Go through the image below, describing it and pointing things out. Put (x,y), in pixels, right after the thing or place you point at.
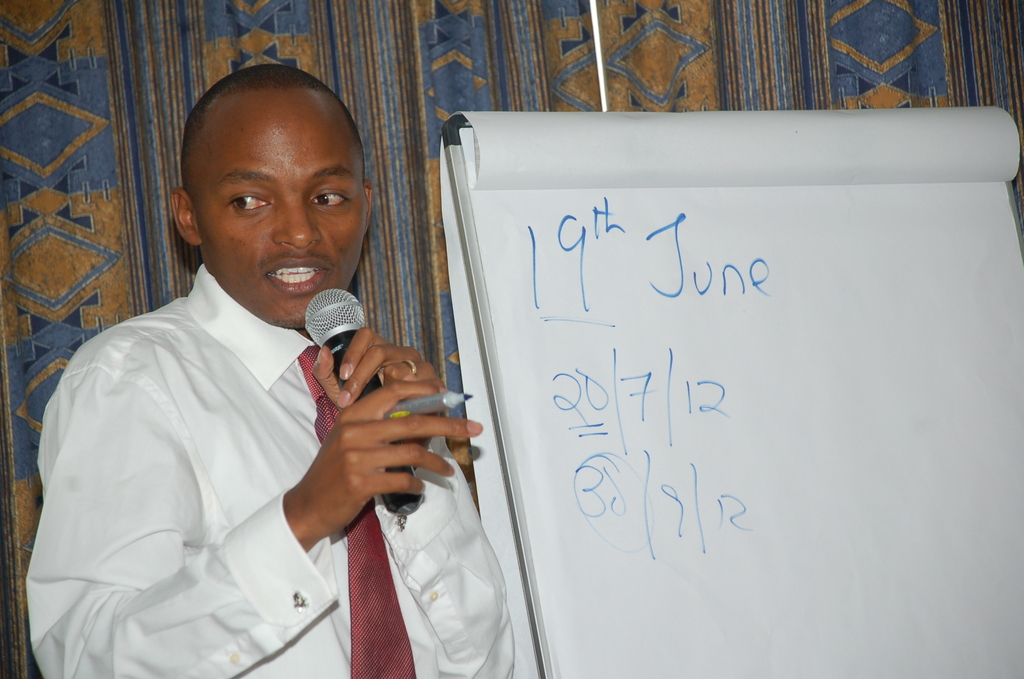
Here in this picture we can see a person (215,376) speaking something in the microphone (344,380) present in his hand (336,392) and we can see he is also carrying a sketch (428,406) and beside him we can see a board (464,134) with charts (538,247) on it and we can see some dates (667,272) written on the chart (677,395) over there and behind him we can see curtain (210,47) present over there.
